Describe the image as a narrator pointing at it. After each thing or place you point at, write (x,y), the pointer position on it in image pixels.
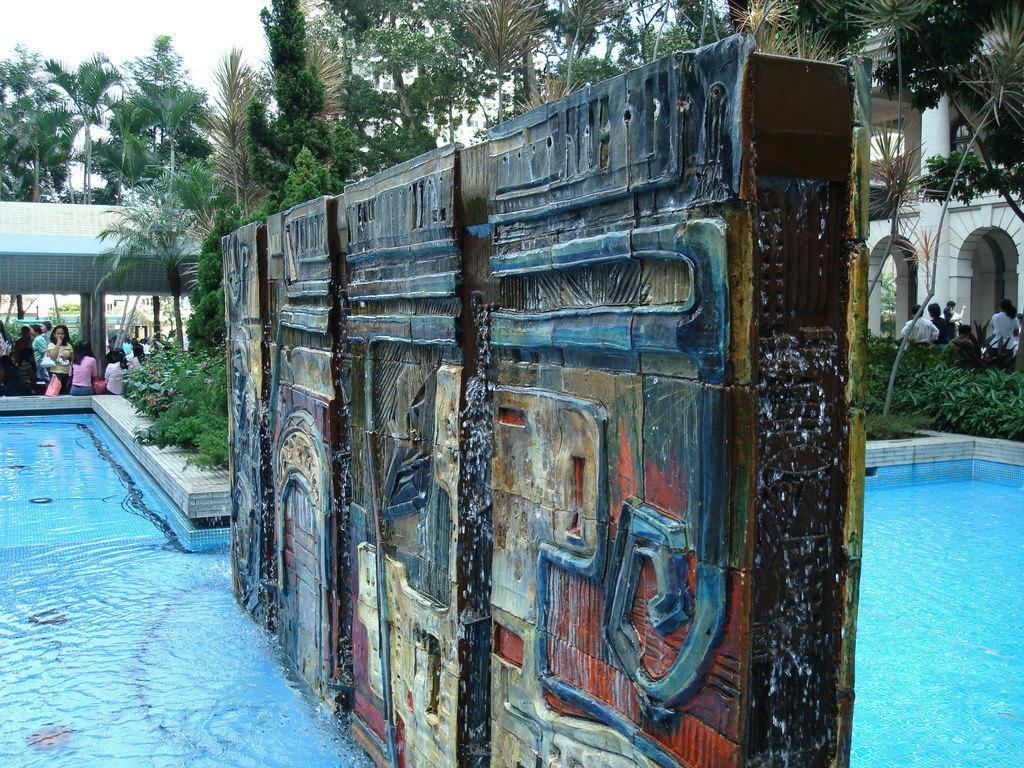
In this picture there is a sculpture (727,588) in the pool (287,763). On the left (20,361) we can see the group of persons (33,367) who are sitting near to the pool (90,443) and plants (199,365). On the right (965,225) there is a building (958,246). In front of the building (968,308) we can see the group of persons (950,304) who are standing under the tree (1012,153). In the background (410,20) we can see many buildings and trees (313,62). At the top (230,7) there is a sky (154,19).
